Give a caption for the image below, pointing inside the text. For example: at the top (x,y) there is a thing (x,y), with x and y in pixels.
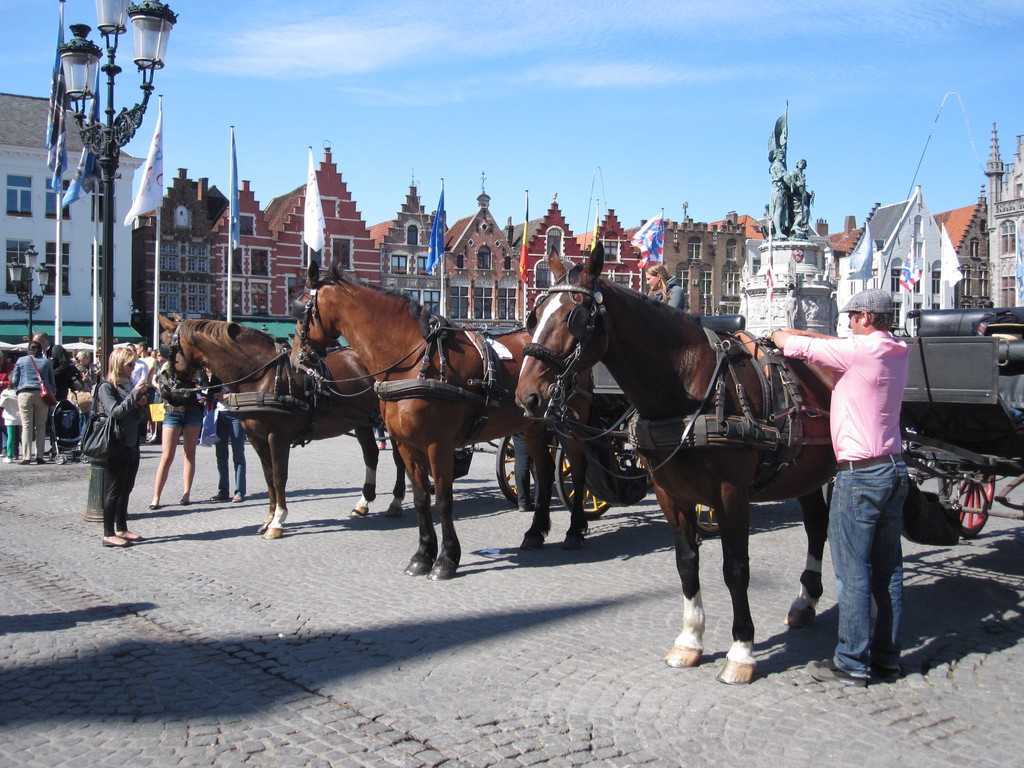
In this image we can see horse carts (382,377) and there are people (60,361). We can see poles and there are flags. In the background (553,210) there are buildings (337,205) and sky (573,98).
